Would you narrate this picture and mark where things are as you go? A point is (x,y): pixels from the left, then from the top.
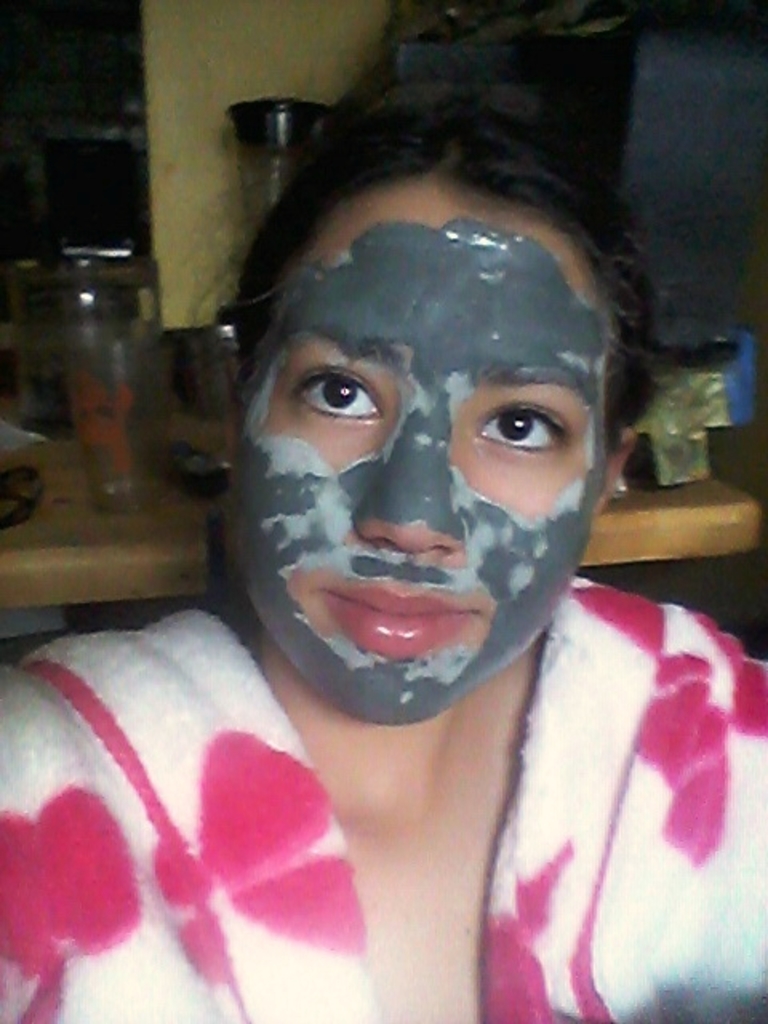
In this image we can see a lady (444,478) having a face mask (432,427) on her face (328,542), behind her there are some objects (711,383) on a table (162,548).
